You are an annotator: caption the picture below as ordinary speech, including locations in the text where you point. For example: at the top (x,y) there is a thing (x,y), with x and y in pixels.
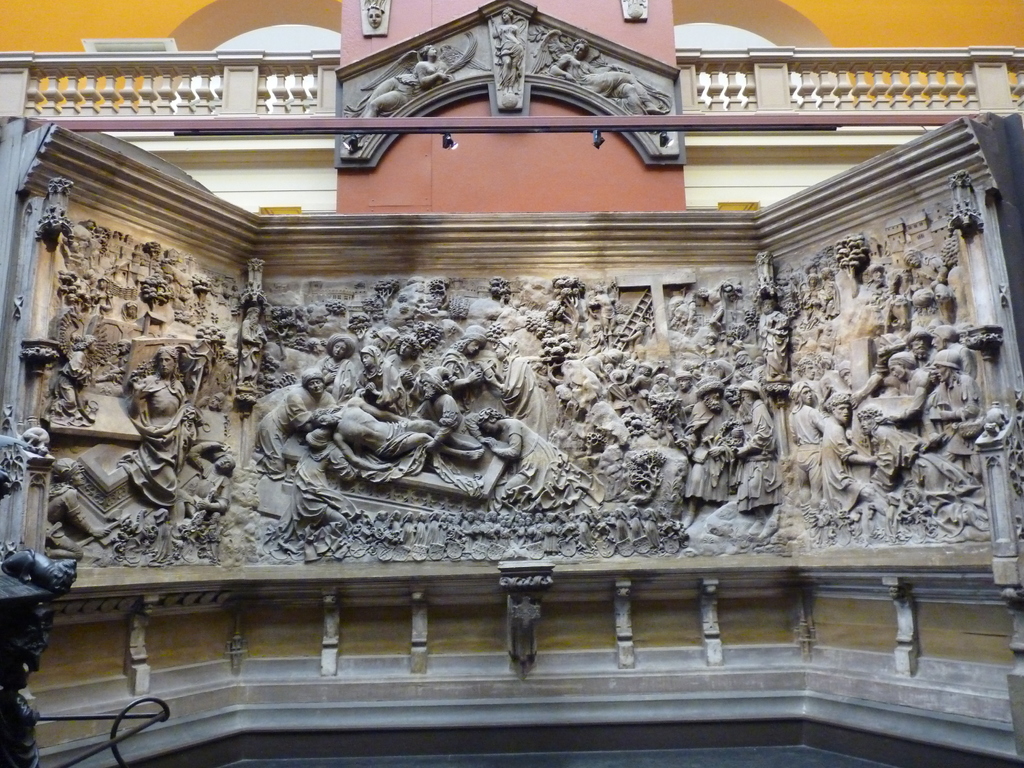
This picture is clicked inside. In the center (343,494) we can see the wall (256,241) of a building (621,268) and we can see the wall carving (338,391) of the persons (899,396) on the wall (880,699) of a building (522,190). In the background (919,54) we can see the guard rail (995,54) and the arch (202,30).
